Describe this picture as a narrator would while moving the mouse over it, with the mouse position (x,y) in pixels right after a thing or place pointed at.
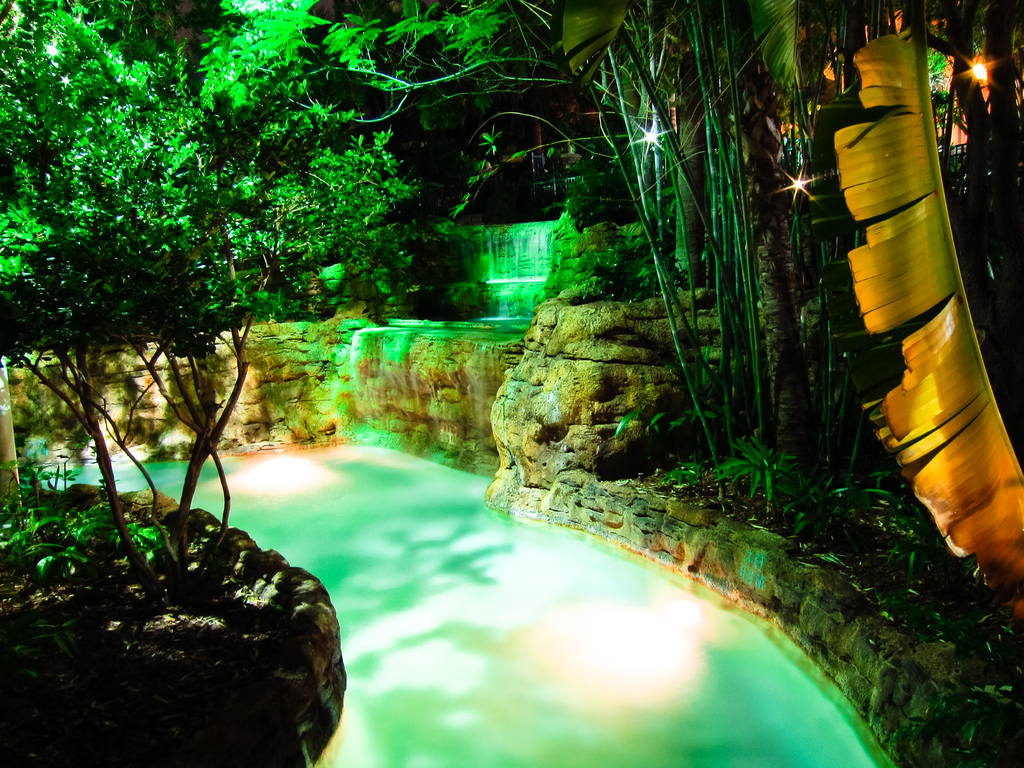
In this image, I can see the trees (431,226) with branches (169,557) and leaves (323,252). This looks like a pool (469,615) with the water (476,517). These are the rocks (621,336).
